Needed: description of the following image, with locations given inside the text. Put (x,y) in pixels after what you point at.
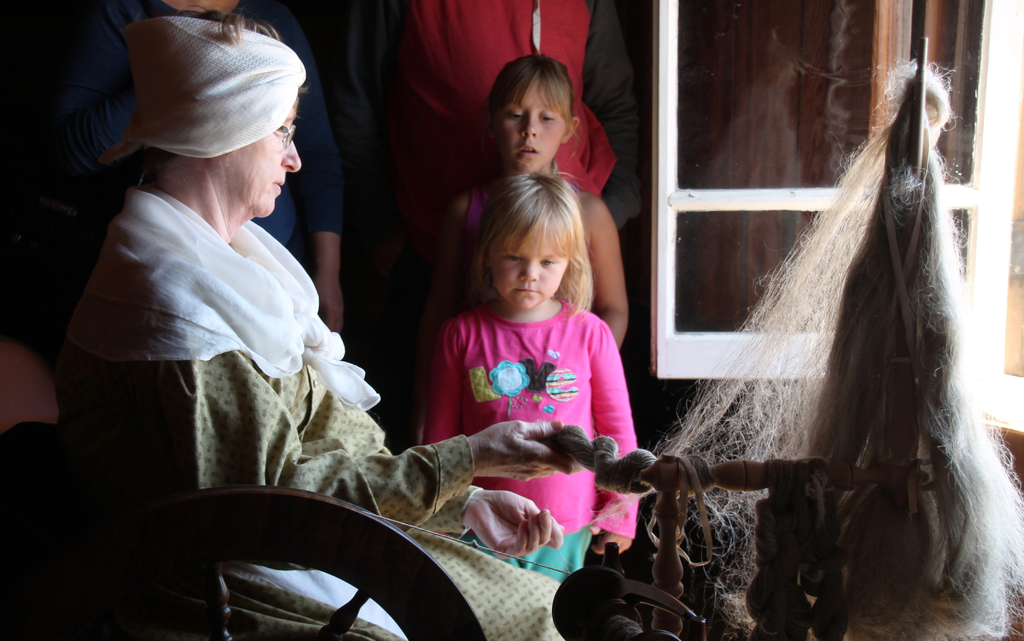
On the left side (196,108), there is a woman (190,99) wearing a white color cap (217,96) sitting on a chair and holding thread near a wheel (341,505), near children (451,329) and a wooden window (769,190). In the background (573,22), there are other persons (590,4) standing. And the background (631,329) is dark in color.
